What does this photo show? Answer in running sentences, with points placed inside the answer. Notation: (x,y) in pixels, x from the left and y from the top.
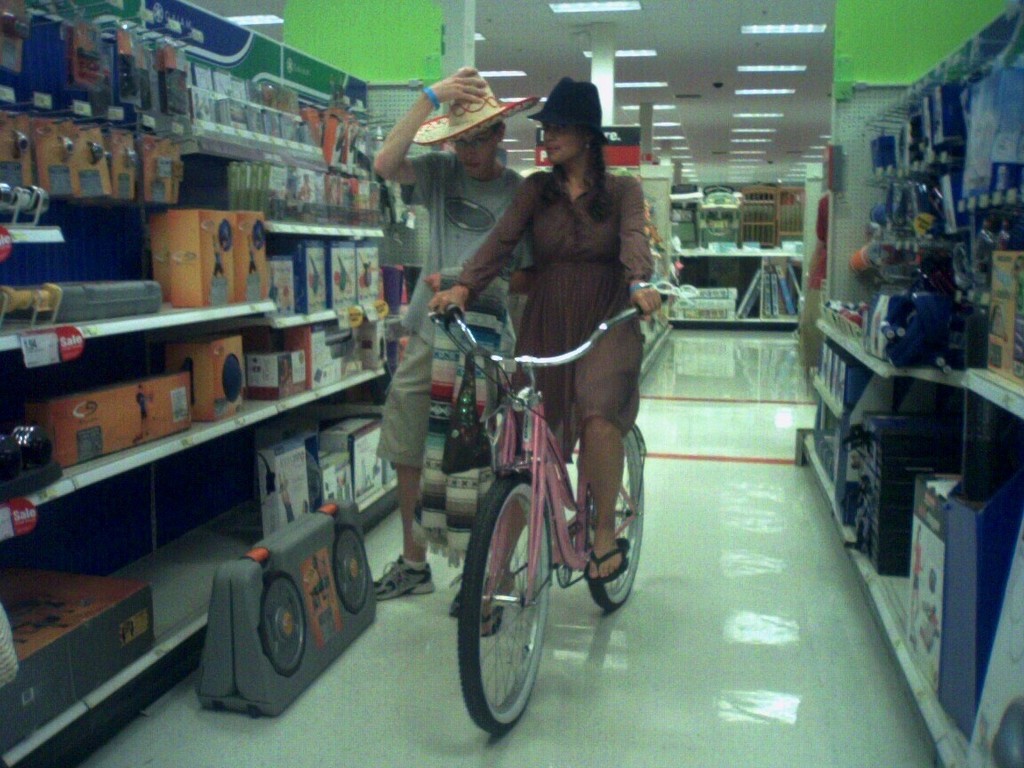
In this image I see a woman (609,459) who is on the cycle (637,451) and I see a guy (476,122) near to her and both of them are wearing hats (593,117), I can also see there are many products (950,223) in the racks (936,229) and I see lights (678,136) on the ceiling (507,49) and I can also see that they're on the floor (764,714).
